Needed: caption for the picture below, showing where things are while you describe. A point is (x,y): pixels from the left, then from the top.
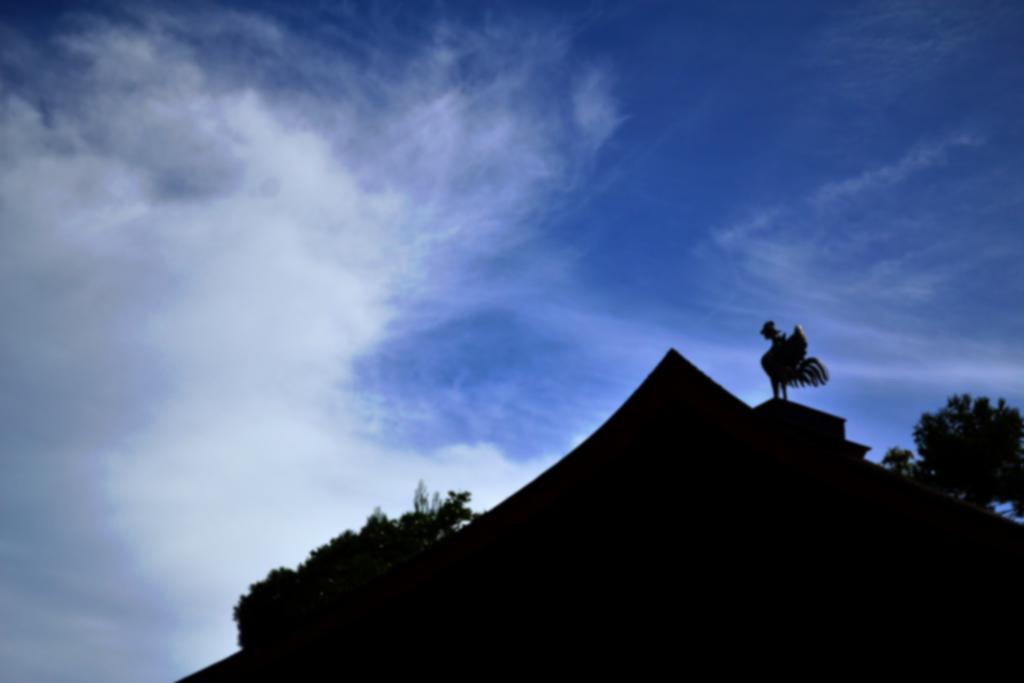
In this image I can see few trees (960,460), clouds (309,491), the sky (640,160) and here I can see black colour thing (776,387). I can also see this image is little bit in dark from here.
